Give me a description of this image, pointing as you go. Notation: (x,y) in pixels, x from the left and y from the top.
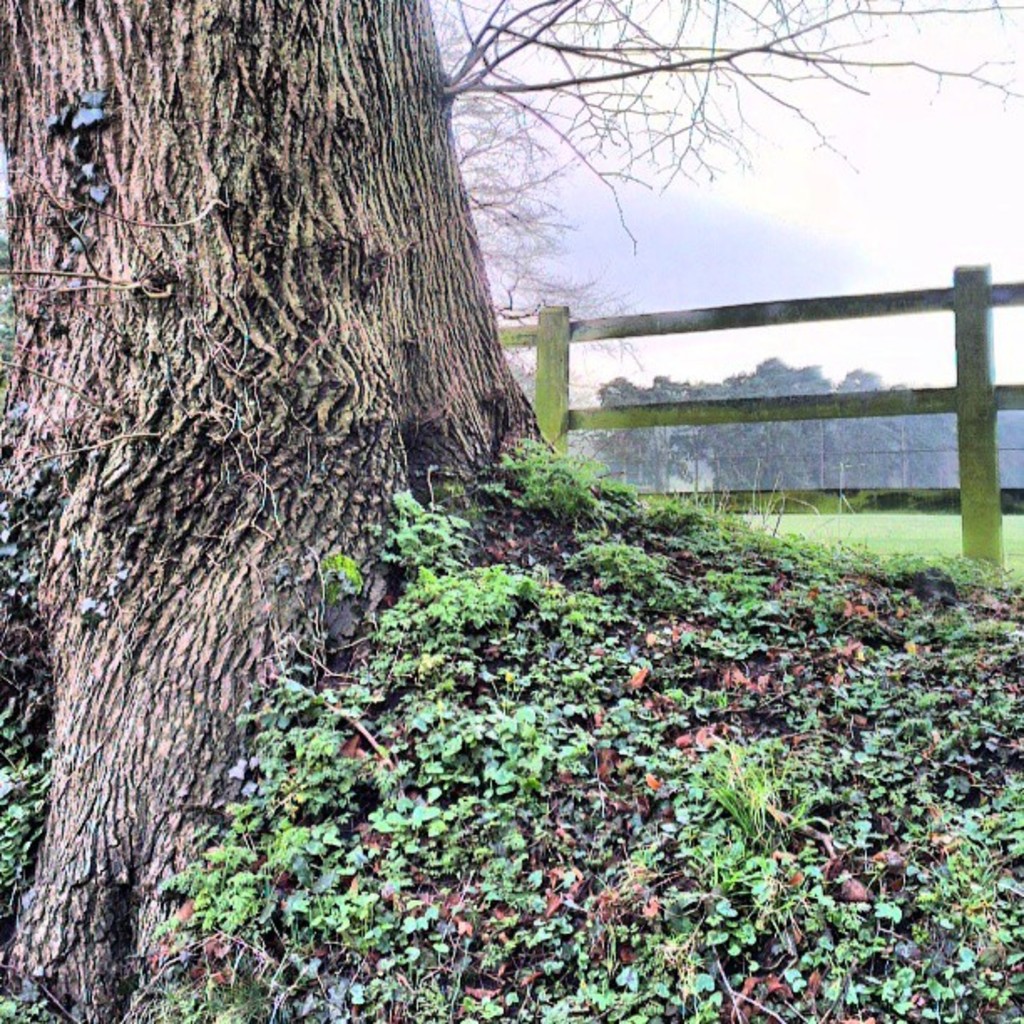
In the picture we can see grass (765,537), trunk (227,426) of a tree (284,345), wooden fencing (543,402) and in the background of the picture (617,464) there are some trees (724,454), top of the picture (678,230) there is clear sky (704,249).
